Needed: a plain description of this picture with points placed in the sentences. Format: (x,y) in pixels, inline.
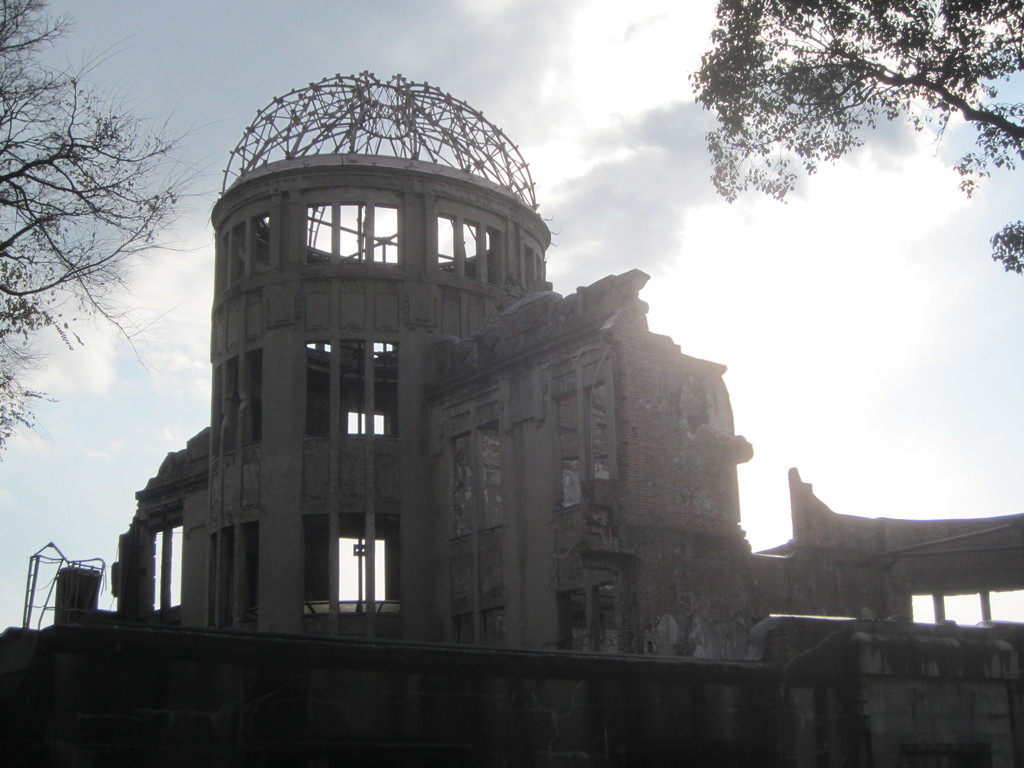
In this picture there are buildings (846,742) in the center of the image (663,447) and there are trees (78,296) in the top right (780,197) and left side of the image (168,117).
